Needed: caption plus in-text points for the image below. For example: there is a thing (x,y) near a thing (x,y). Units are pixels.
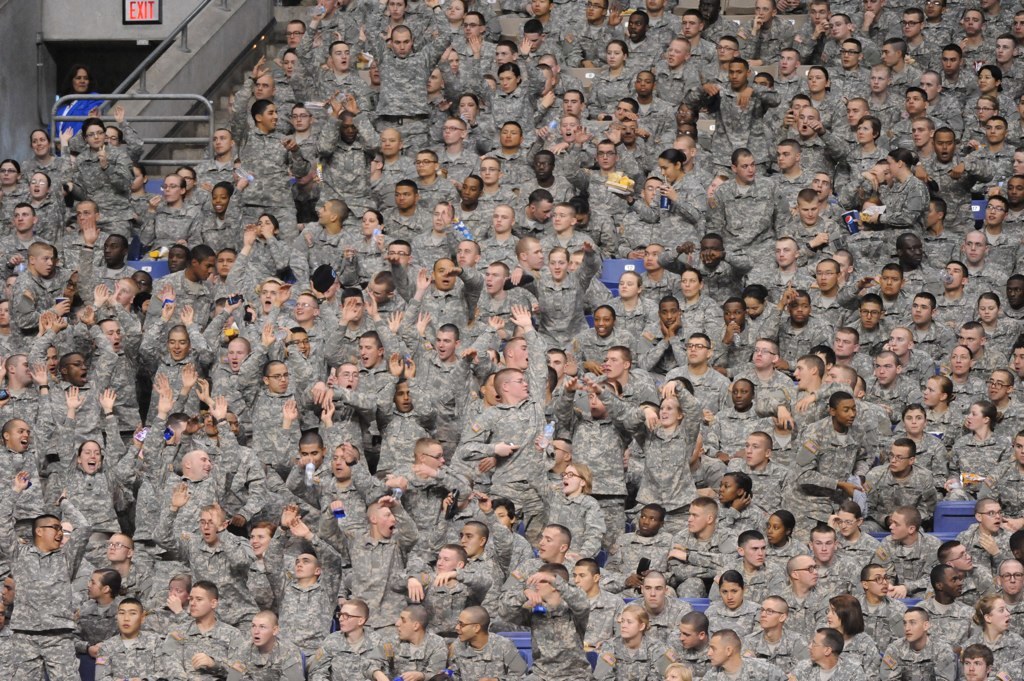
In this image we can see there are many people (359,348) sitting on the stairs (235,74) of the stadium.
